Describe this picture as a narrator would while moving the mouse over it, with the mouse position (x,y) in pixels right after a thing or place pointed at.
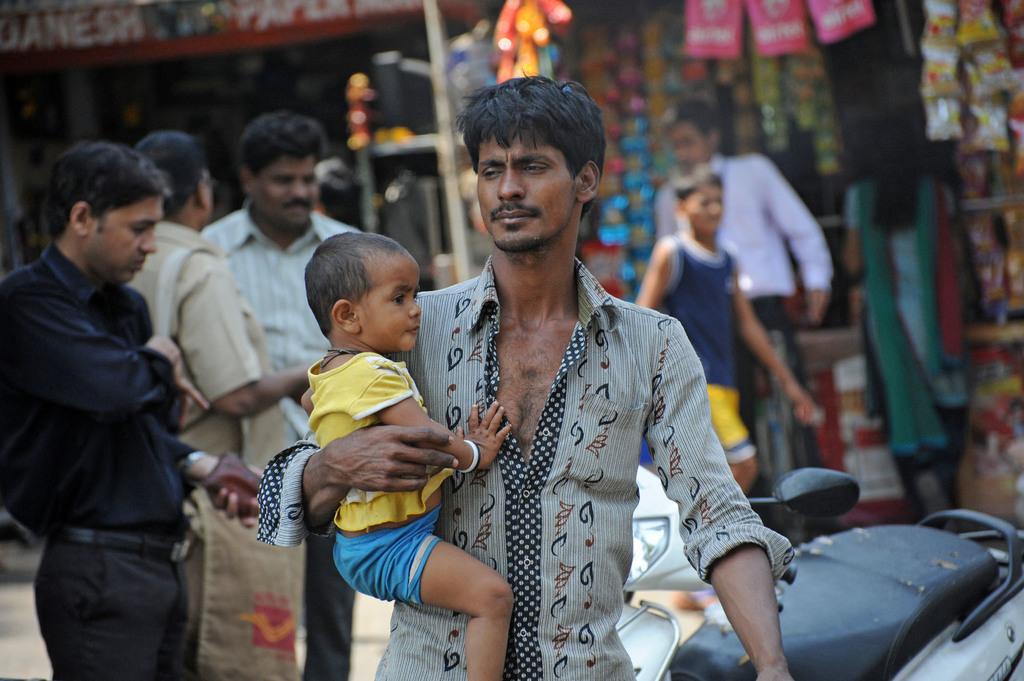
In this image we can see there are people (293,380) walking on the ground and one person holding a bag (273,588) and another person (489,524) holding a child (490,425). And at the back (420,86) it looks like a grocery shop (669,79) and there are some items (773,85) in it.
